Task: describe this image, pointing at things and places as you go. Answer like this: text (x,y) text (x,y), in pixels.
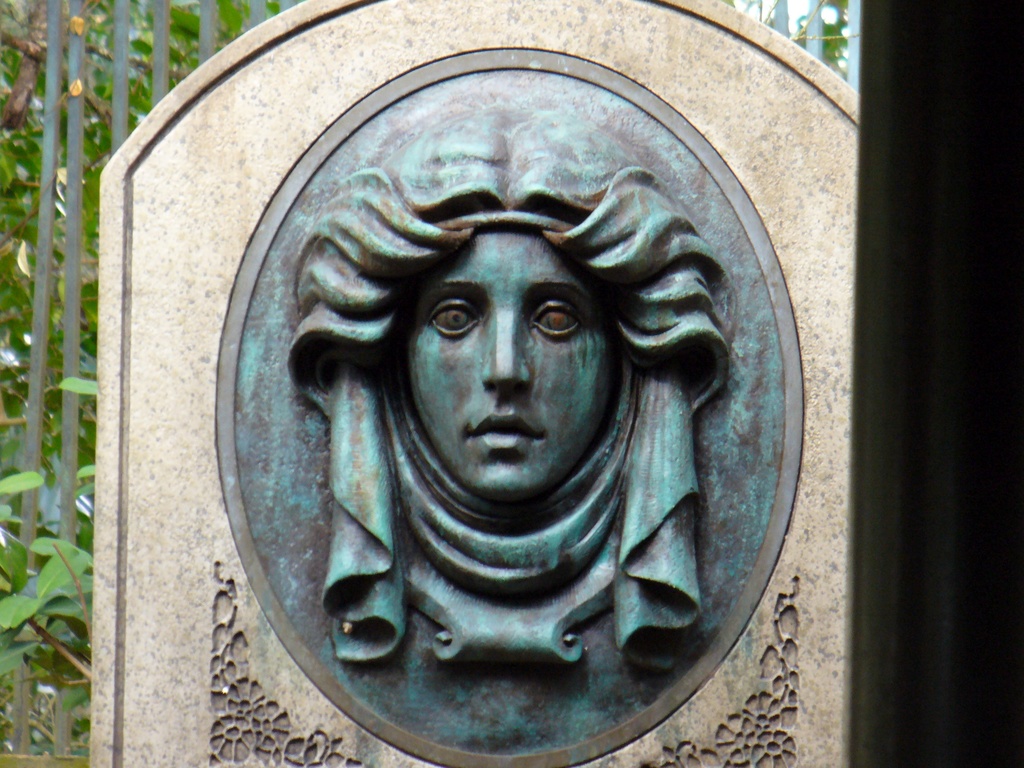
In this image in the center (586,432) there is one board (429,468) and sculpture (504,477), and in the background (102,25) there might be a gate (257,8) and some plants (50,599). On the right side of the image (890,209), there is some object (940,480) and it looks like a pillar (888,445).
